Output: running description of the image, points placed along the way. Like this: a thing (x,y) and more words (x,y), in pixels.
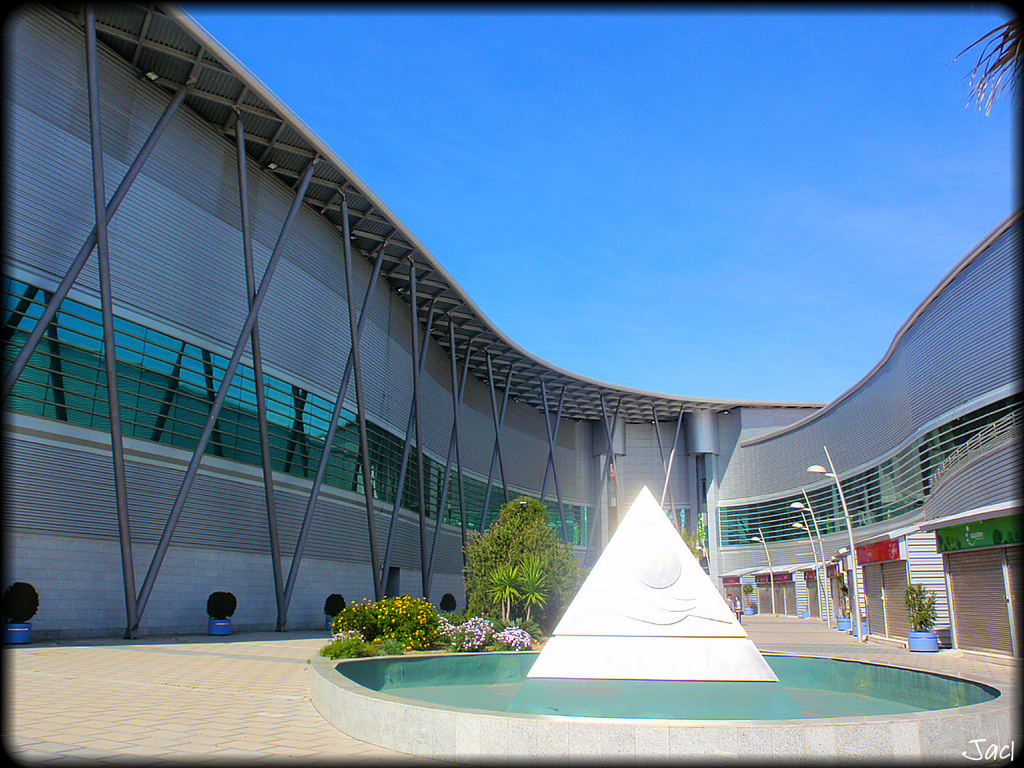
In this image we can see a building (138,524) with poles (102,254). There are plants (530,589), trees (516,593). There is a pyramid structure (665,537) in the center of the image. At the top of the image (633,169) there is sky (633,169). At the bottom of the image (155,716) there is pavement (179,714).
